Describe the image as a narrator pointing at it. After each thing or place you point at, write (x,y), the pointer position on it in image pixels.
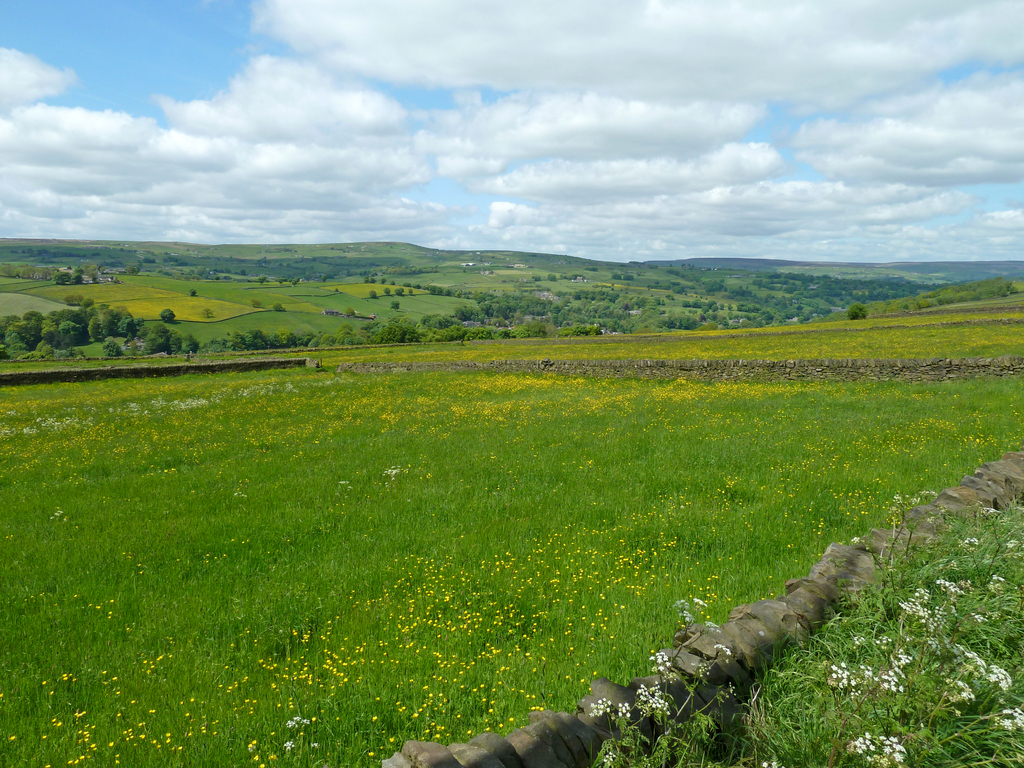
In this picture we can see grass (544,551), some plants (986,699) and flowers (1009,721) at the bottom (286,570), in the background (786,297) there are some trees (799,297), we can see the sky (326,85) and clouds (331,73) at the top of the picture (392,81).
